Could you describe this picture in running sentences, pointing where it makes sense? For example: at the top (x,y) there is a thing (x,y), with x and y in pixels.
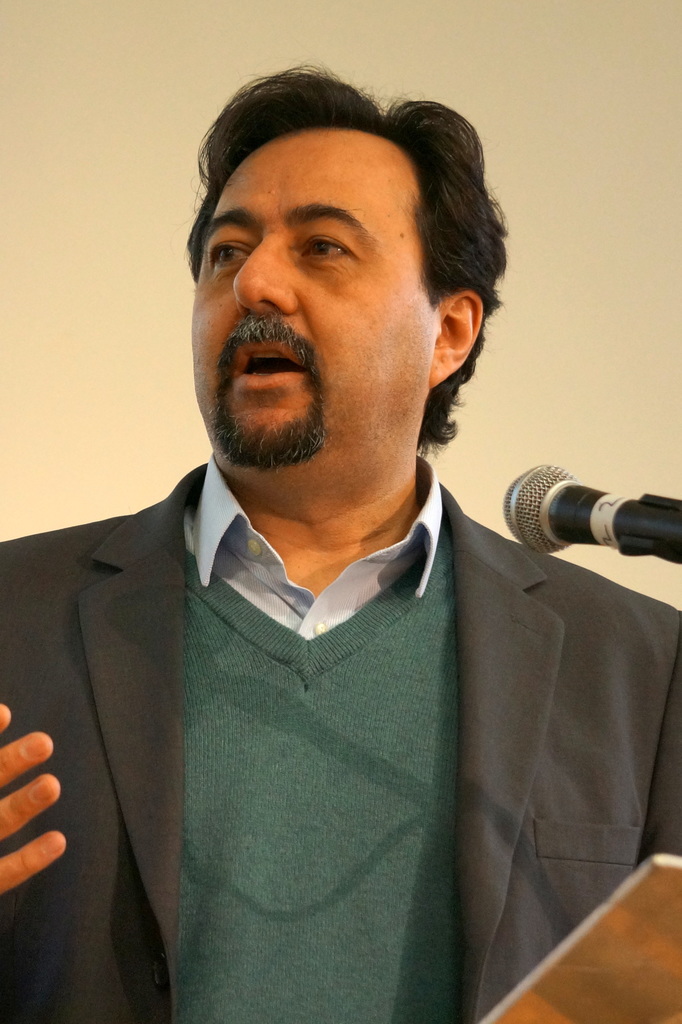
In this image I can see the person (260,711) in-front of the mic (640,530). The person (399,774) is wearing the blazer (486,805), t-shirt (296,796) and the shirt (297,597) which is colorful. In the back (63,226) I can see the wall (98,257).
